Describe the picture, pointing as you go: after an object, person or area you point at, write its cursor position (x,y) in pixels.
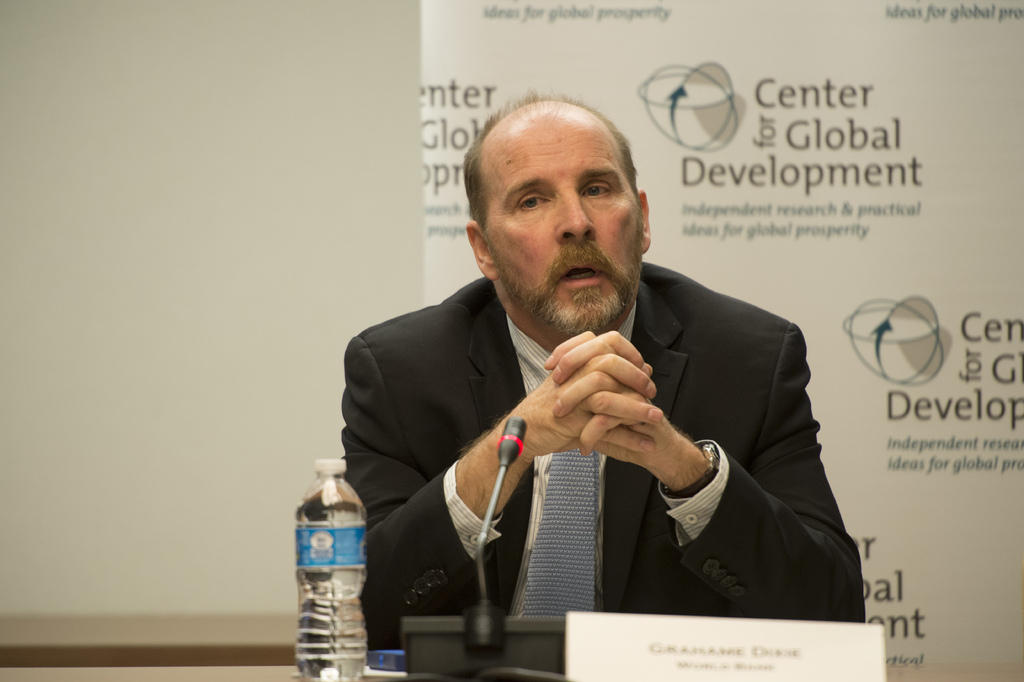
In this image we can see a person (657,501) wearing blazer (400,505), shirt (537,502) and tie (544,562) is sitting, here we can see the mic (483,547), name board (645,634) and water bottle (314,536) are placed on the table (77,670). In the background (873,69), we can see the banner (751,158) on which we can see some edited text (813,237) and the wall (217,205).
